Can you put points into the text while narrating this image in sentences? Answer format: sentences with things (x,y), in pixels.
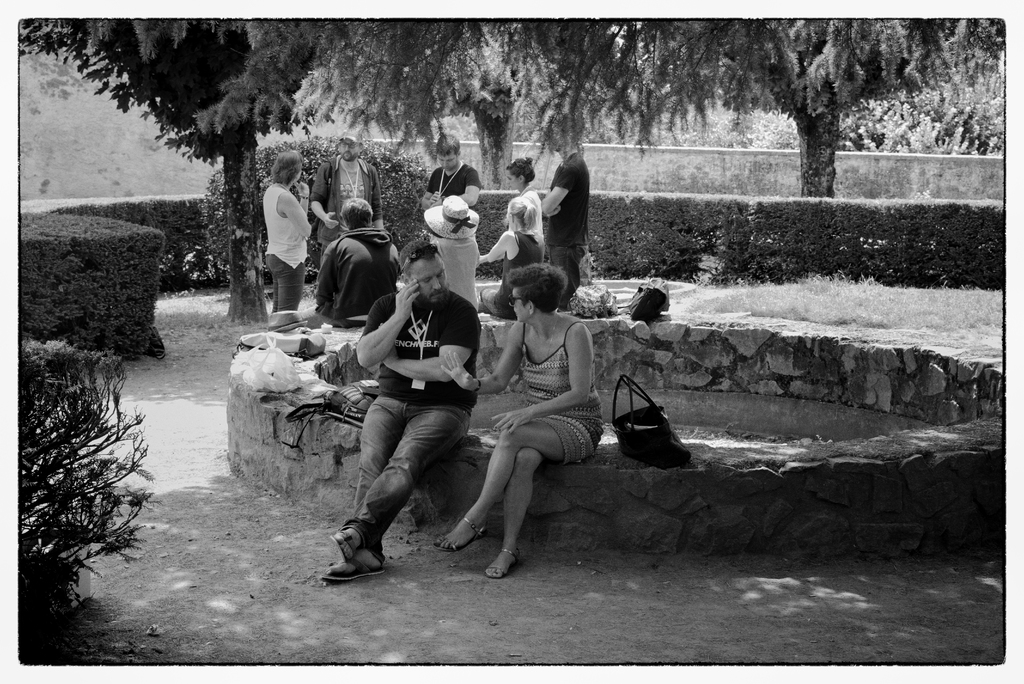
This is a black and white picture. I can see few people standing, there are five persons (391,379) sitting, there are plants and trees (699,117).
